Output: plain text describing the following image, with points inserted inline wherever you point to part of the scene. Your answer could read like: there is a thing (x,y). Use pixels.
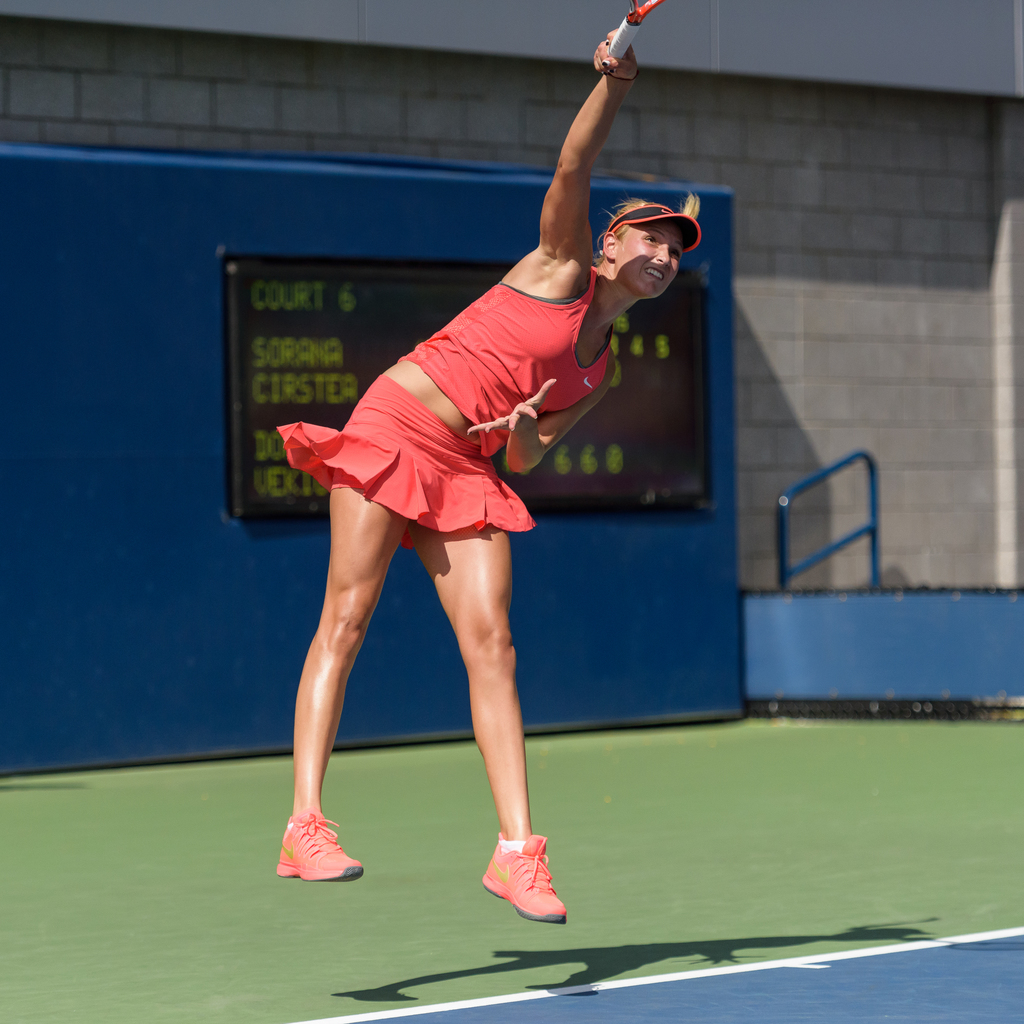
This picture shows a woman (470,431) playing a game holding a racket (626,23) in her hand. She is wearing a cap (666,212). In the background (148,335), there is a board (290,335) and a wall (236,117) here.
